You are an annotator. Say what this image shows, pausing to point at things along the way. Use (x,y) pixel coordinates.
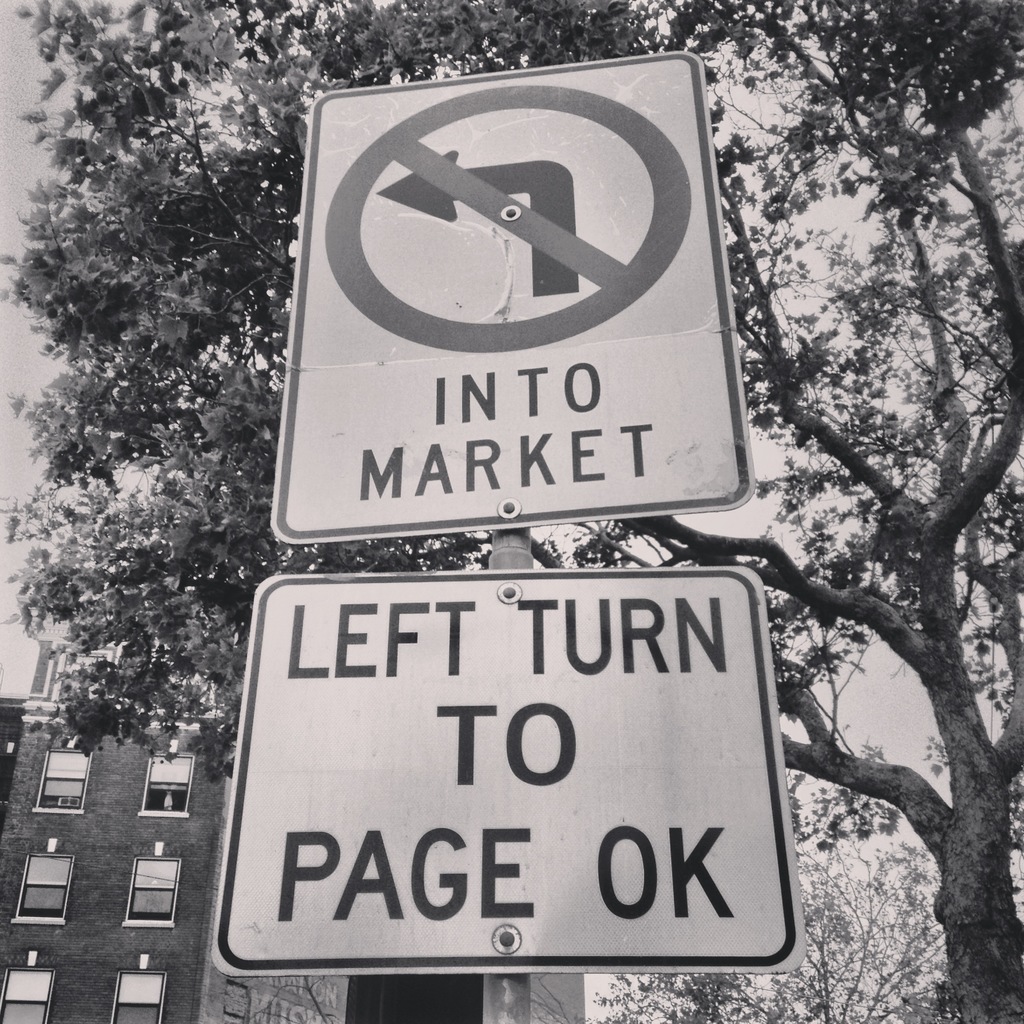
In this image we can see two sign (533,445) to the pole (512,1011), on the right side (943,545) there are trees (984,820) and a building (179,892) on the left side (152,976) and sky (25,362) in the background (26,347).
